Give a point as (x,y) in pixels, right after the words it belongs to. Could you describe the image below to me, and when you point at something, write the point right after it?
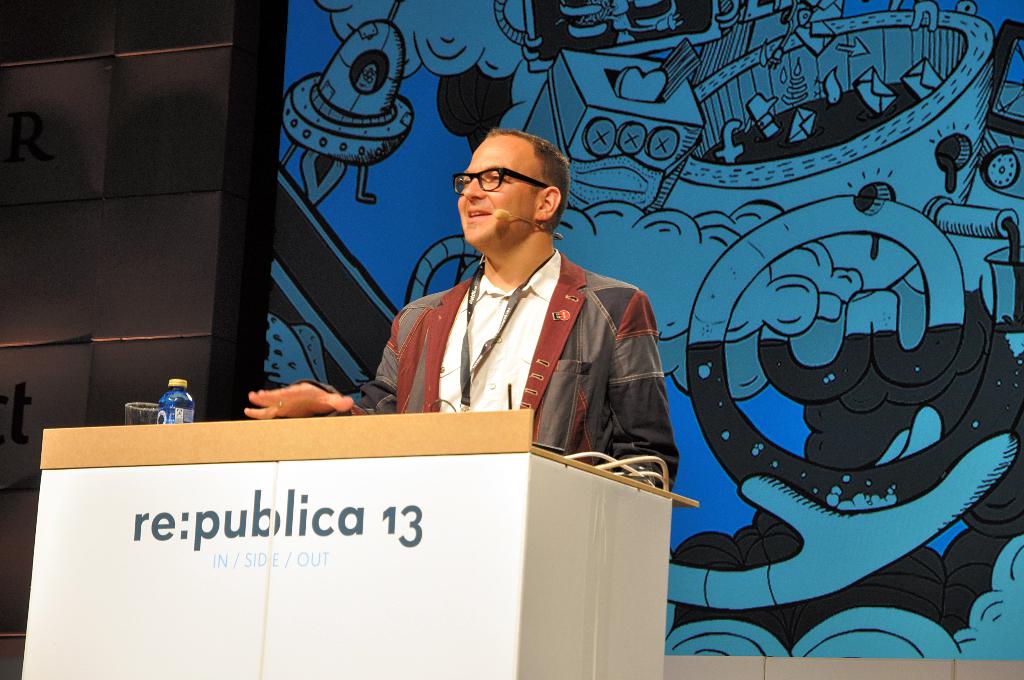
In this image I can see a person (606,417) standing wearing gray and maroon color blazer (662,406), white shirt (515,366). In front (437,435) I can see a podium (374,538). Background (814,290) I can see the wall (606,151) in blue, black and gray color.
